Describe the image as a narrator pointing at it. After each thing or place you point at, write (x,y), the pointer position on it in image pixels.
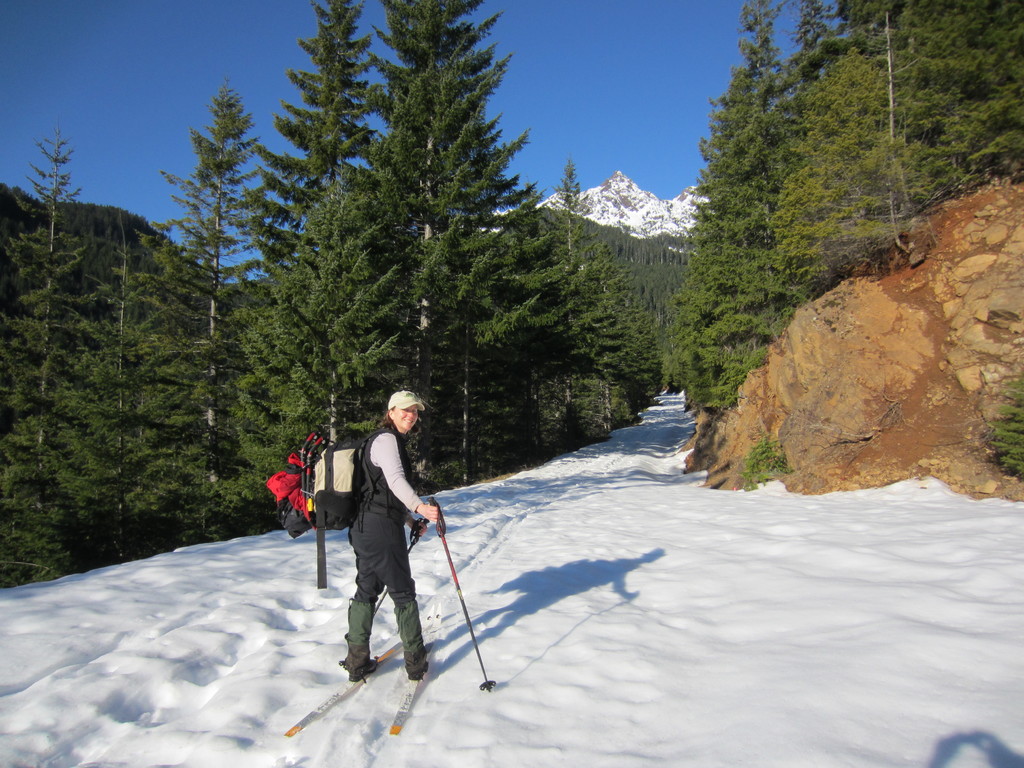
In this picture we can see a woman (354,646), she is skiing on the snow (454,596), and she wore a bag (352,463) and a cap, in the background (367,275) we can see few trees (582,247) and hills (645,192).
